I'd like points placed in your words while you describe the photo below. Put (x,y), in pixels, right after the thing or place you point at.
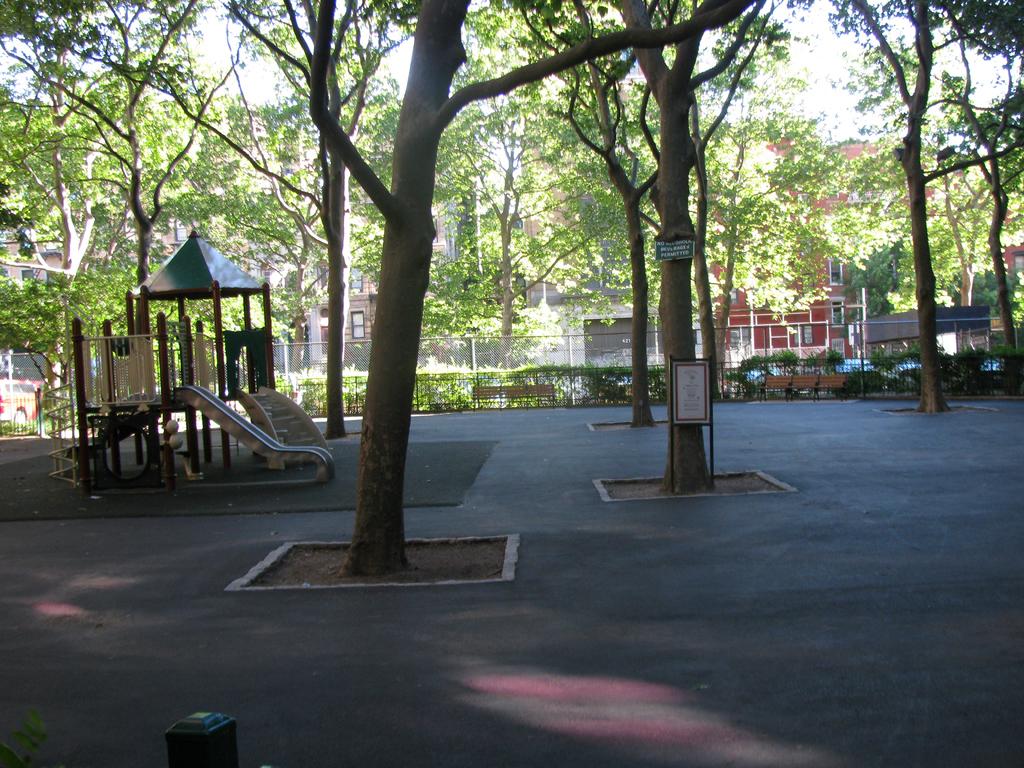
At the foreground of the image (410,577) we can see some open area (321,551) there are some trees (243,309), at the middle of the image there is slider (215,319) which is in the shape of hut and at the background of the image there are some houses (617,323), fencing (604,334) and clear sky (392,73).
